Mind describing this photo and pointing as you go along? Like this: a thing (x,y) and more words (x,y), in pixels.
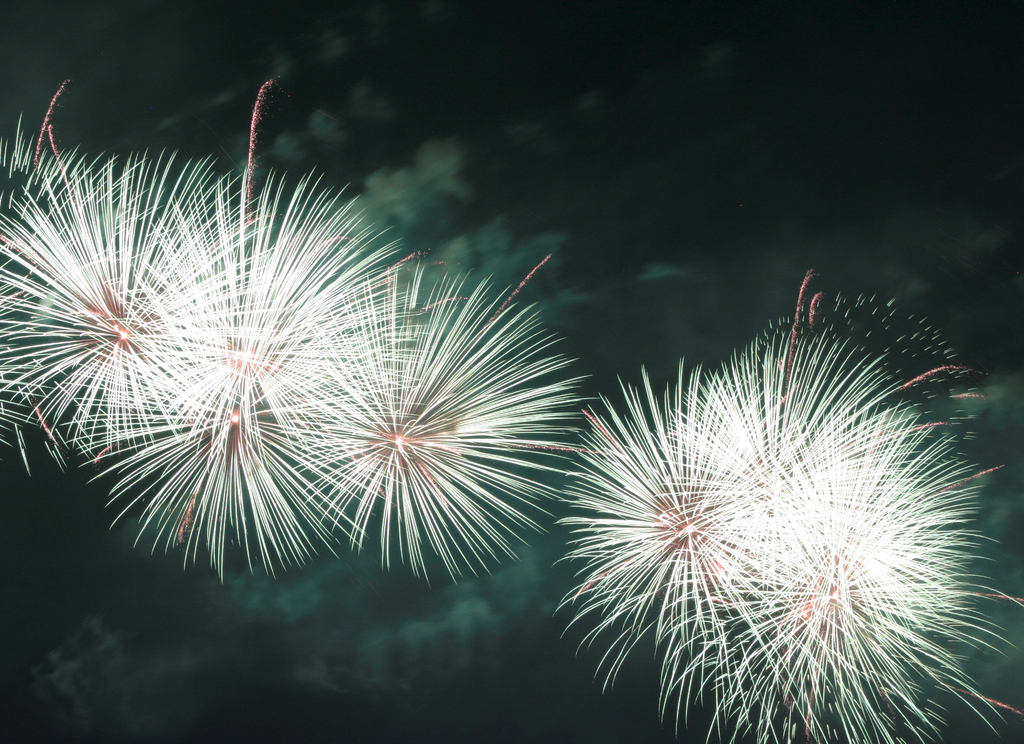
In this picture we can observe some crackers (372,437) lighten up into the air (825,142). We can observe white and red color lights (413,443) here. In the background (523,197) there is a sky (685,101) which is dark.
